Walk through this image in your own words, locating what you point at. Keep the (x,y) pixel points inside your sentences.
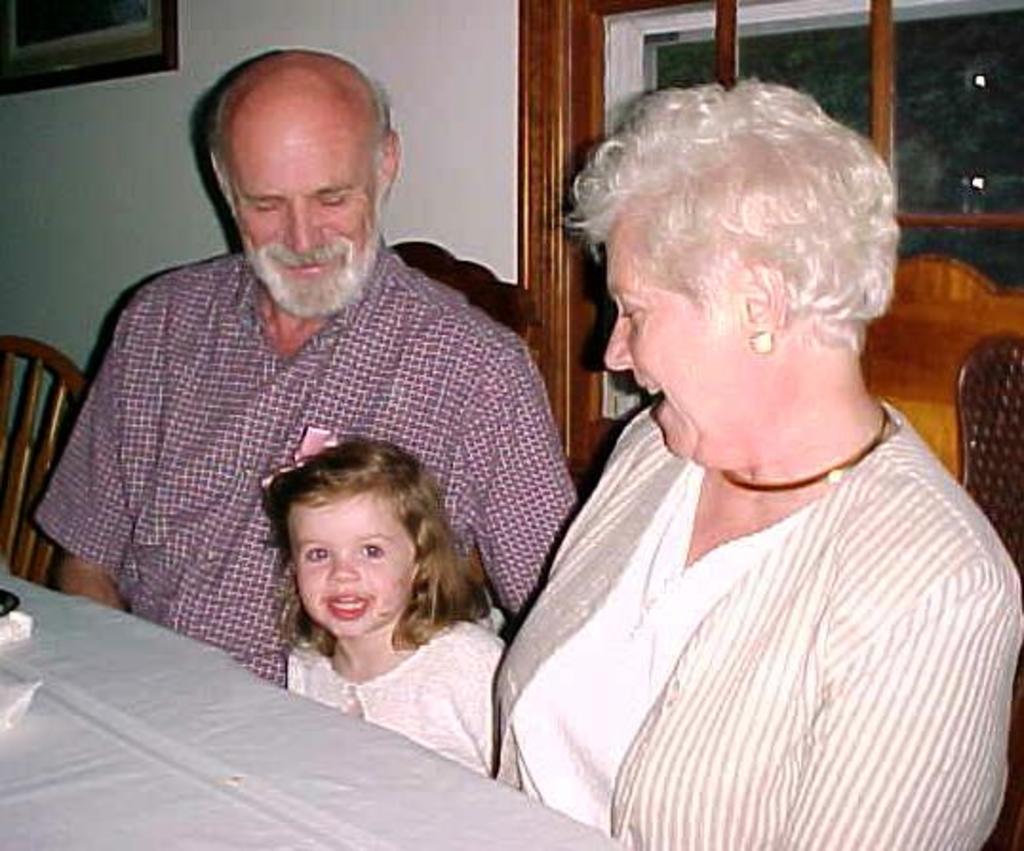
In this image there are people (349,570) sitting on chairs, in front of them there is a table (292,748), in the background (166,108) there is wall (516,103), for that wall (338,12) there is a window (773,62) and a photo frame (117,48).
